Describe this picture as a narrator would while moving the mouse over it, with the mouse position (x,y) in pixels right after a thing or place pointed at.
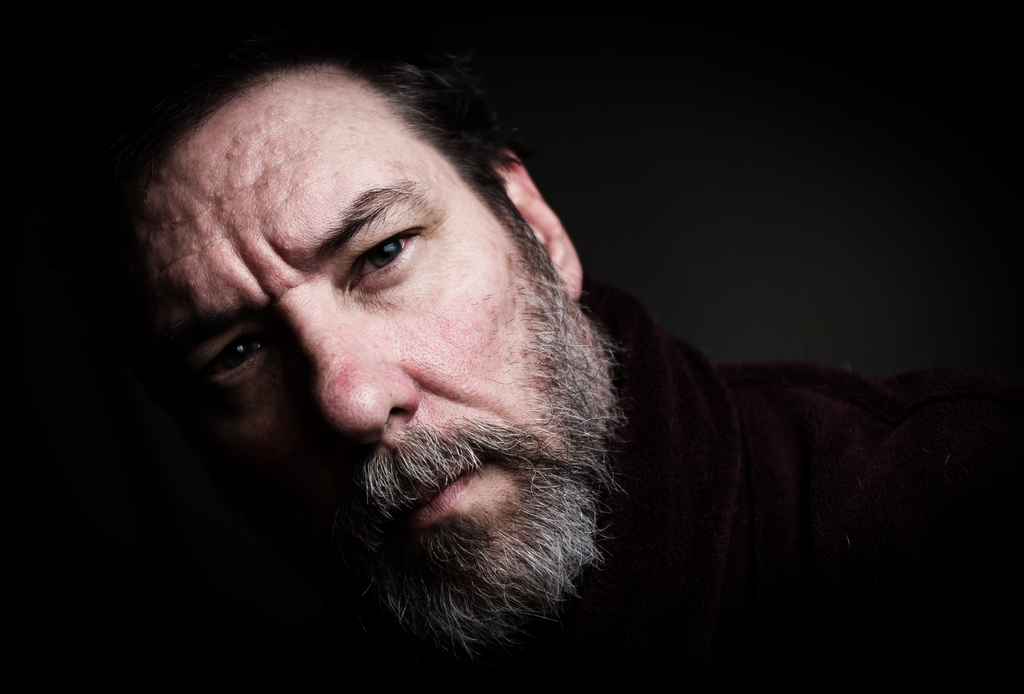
In this image I can see a person (496,509). In the image background (824,299) is black in color.
